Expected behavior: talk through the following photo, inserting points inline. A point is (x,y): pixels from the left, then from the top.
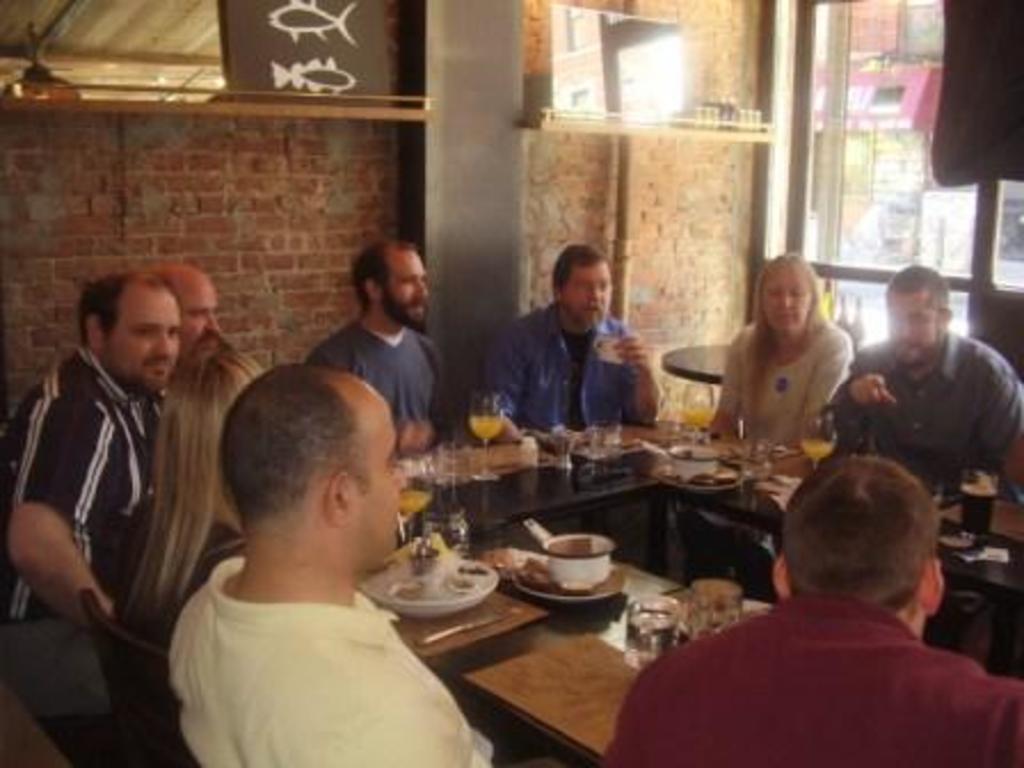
This image consists of many people (630,404) sitting around the table (997,571). On the table (490,502), we can see many plates (668,472), bowls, and glasses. In the background (118,120), there is a wall (749,98) along with a pillar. On the right (881,105), there are windows (927,123).
